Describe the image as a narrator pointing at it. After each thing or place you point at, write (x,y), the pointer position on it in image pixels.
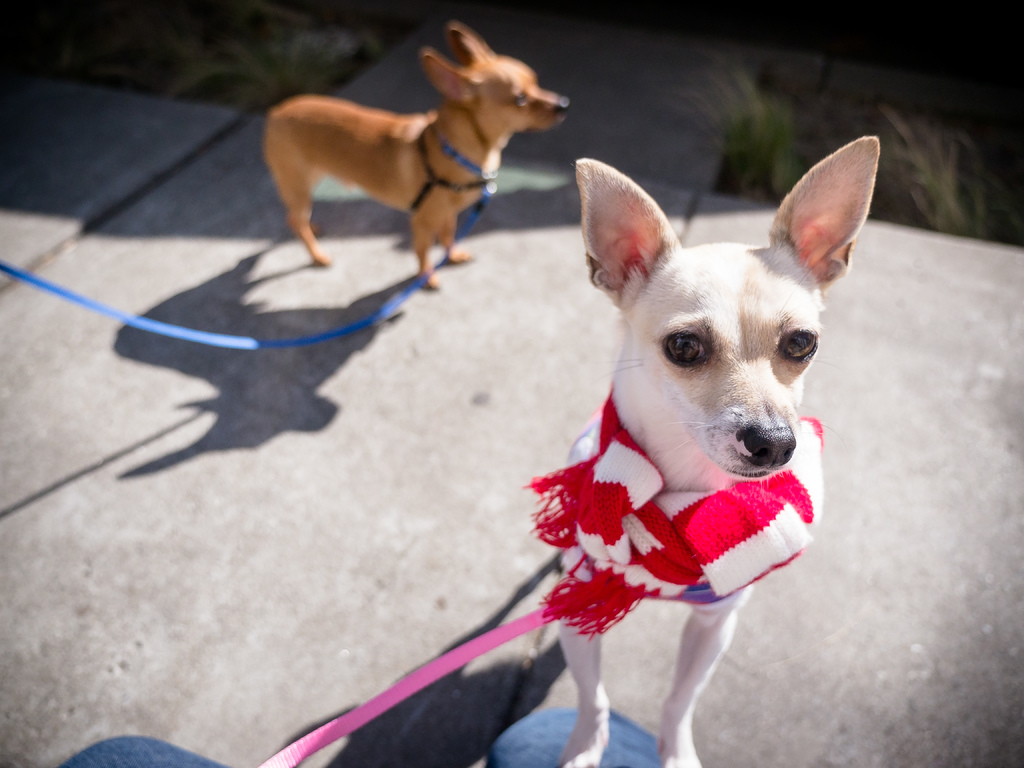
In this image I can see two dogs (362,139) on the ground (301,531). At the bottom (531,735), I can see a person's leg (495,752). Here I can see a scarf (696,522) to the dog's neck (634,419).
